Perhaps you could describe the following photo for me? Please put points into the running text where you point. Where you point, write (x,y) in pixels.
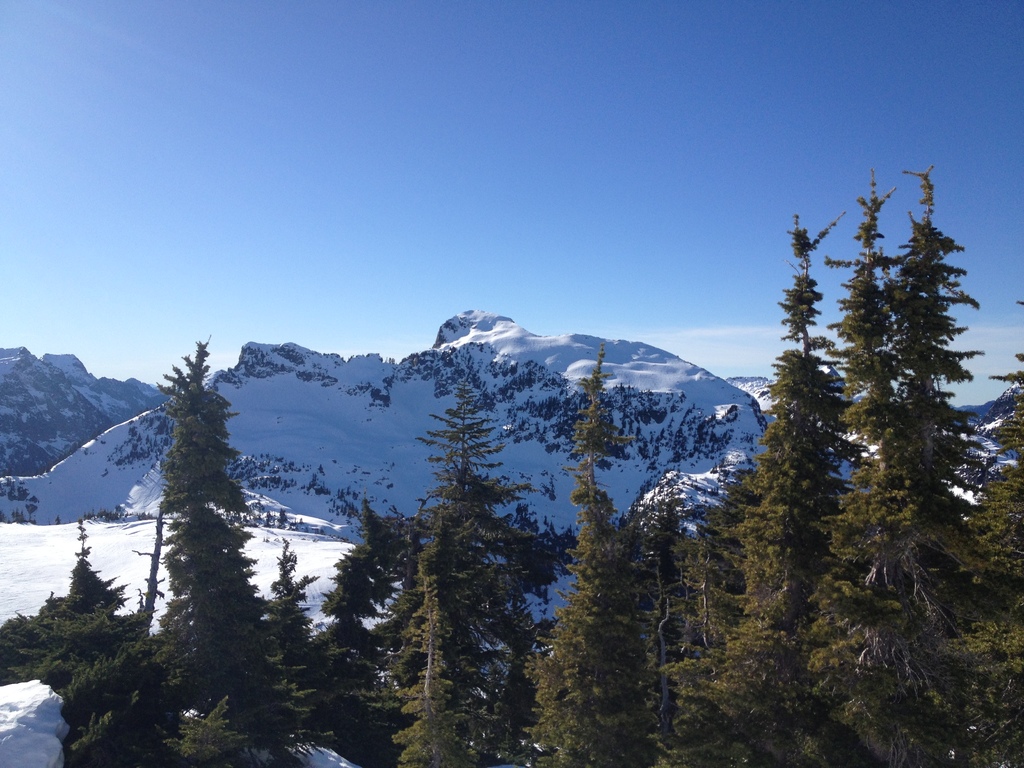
In this image I can see trees (384,599), mountains (389,418), snow (435,390) and the sky (485,240). This image is taken may be near the mountains (480,369).
